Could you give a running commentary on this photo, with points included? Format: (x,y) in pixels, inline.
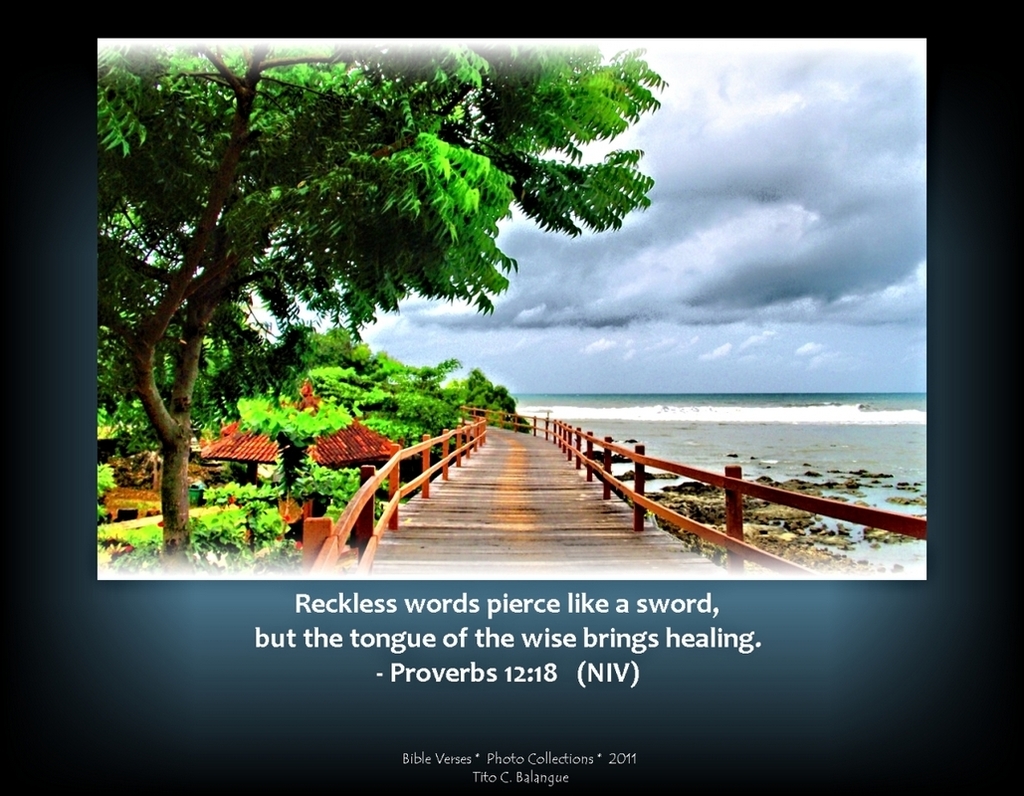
In this image, we can see a poster (469,571). Here there is a picture (226,397). In this picture, we can see trees (333,414), house (248,452), walkway (566,549), railing (345,531) and sea (738,413). Background (840,347) there is a cloudy sky (693,262). At the bottom of the image (454,665), we can see some text (527,756).
